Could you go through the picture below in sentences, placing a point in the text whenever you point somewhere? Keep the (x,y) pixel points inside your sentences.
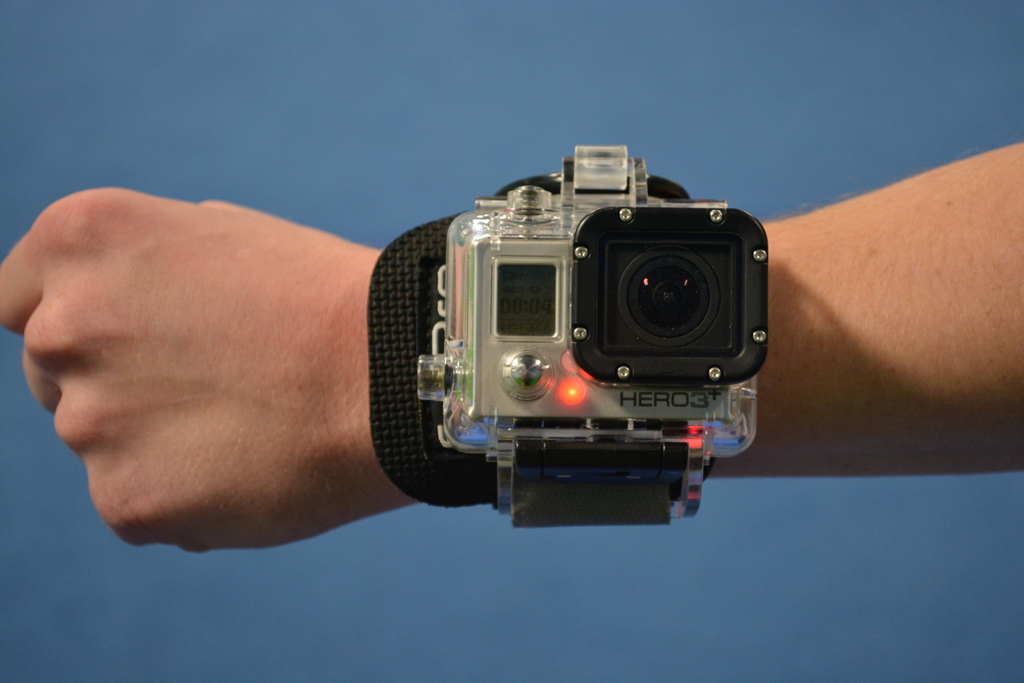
In this image I can see a person hand (258,281), on the hand (194,318) I can see a camera (514,334) and in the background (594,44) I can see blue color.
